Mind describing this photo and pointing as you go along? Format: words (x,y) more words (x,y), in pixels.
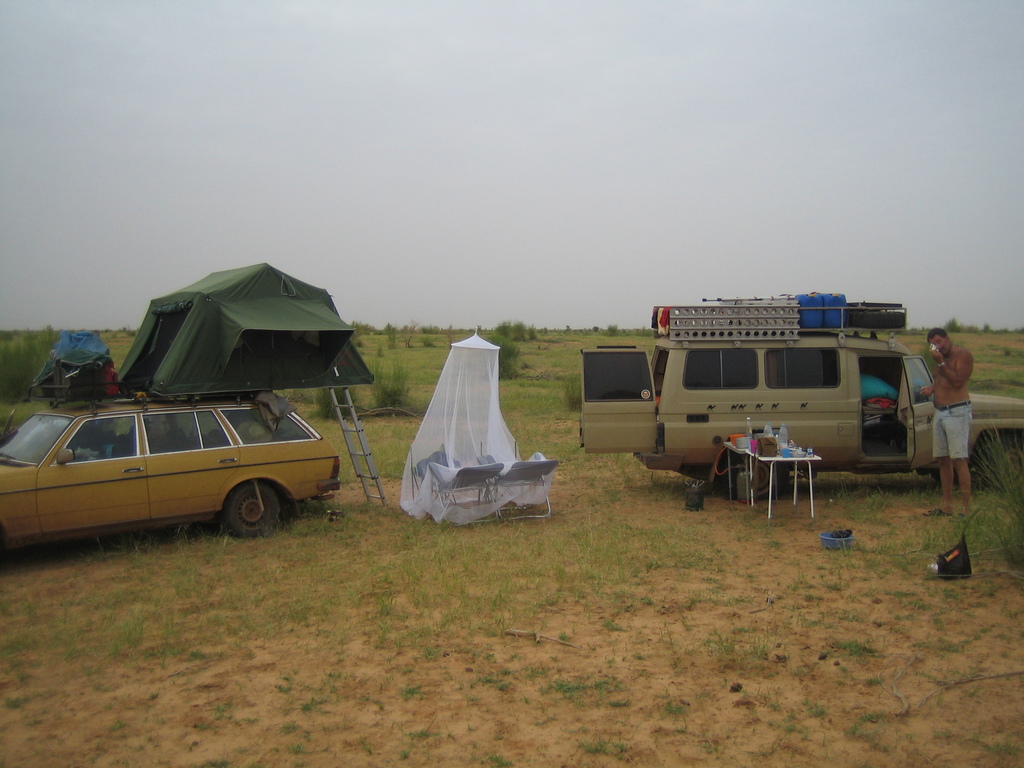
In the center of the picture (475,375) there are cars (10,477), tent (309,374), mosquito net (479,426), chairs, a table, a person (960,392) and various objects (745,439). In the foreground (550,629) there is soil (560,660) and grass (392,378). In the background (389,392) there are trees (524,339) and grass (561,350). At the top (347,153) is sky (474,190).
